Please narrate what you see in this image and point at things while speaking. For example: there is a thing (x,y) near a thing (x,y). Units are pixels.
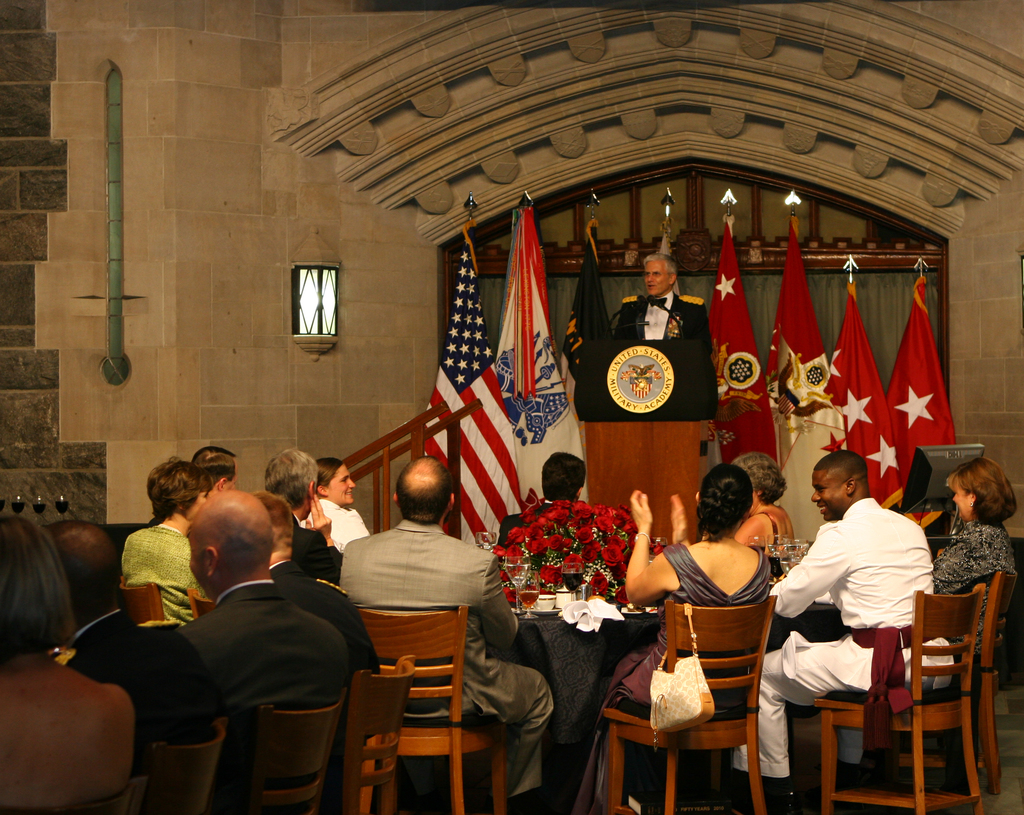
Here we can see a few people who are sitting on a chair (752,775). Some of them are laughing and some of them are clapping. There is a person (704,338) on the top center (656,254) and he is speaking on a microphone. In the background (592,294) we can see flags (740,327).
